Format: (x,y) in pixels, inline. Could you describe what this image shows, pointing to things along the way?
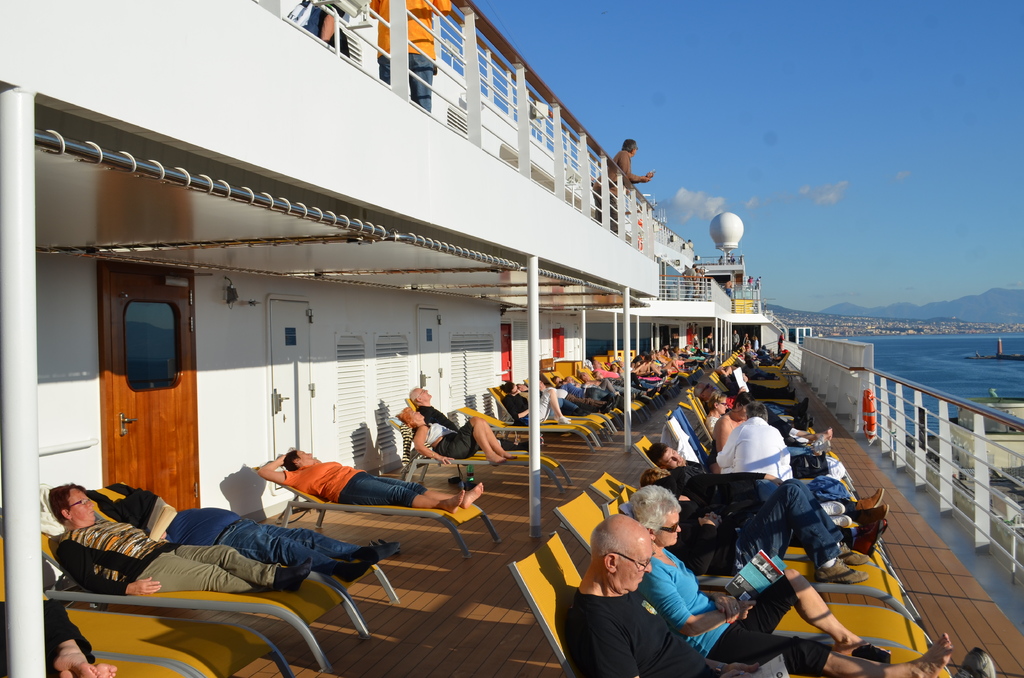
On the left side (288,551) few people (658,468) are lying on the chairs (550,563) and on the right side (926,367) this is water (926,343). At the top (834,115) it's a blue color sky (834,115).
